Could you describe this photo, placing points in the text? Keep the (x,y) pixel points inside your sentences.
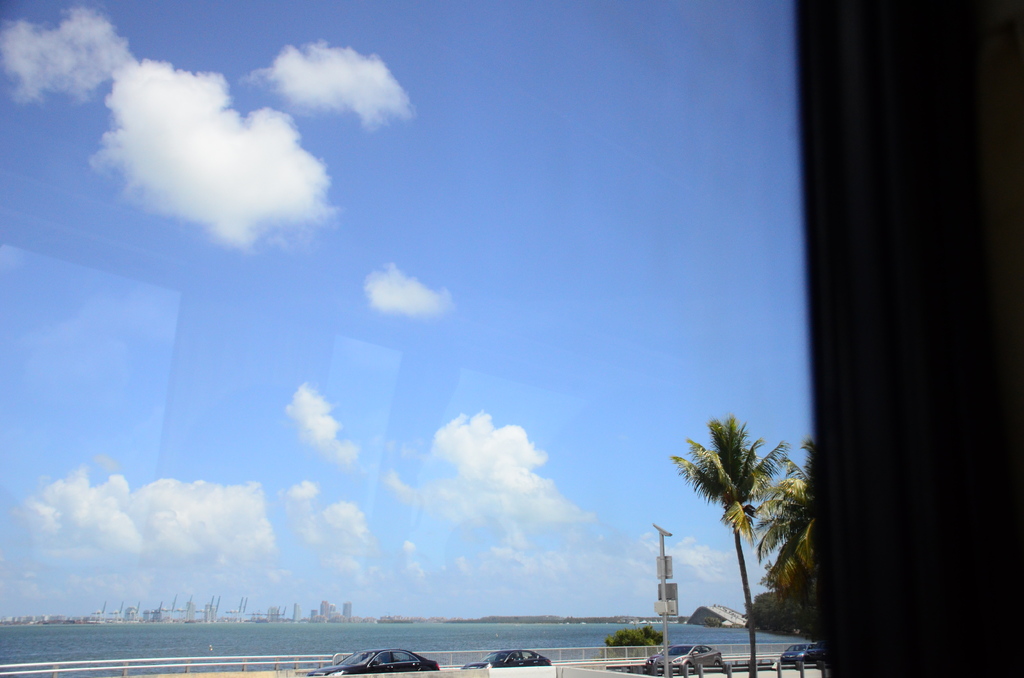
In the image we can see the buildings (213,619) and there are vehicles (692,651). Here we can see barrier (157,667), trees (798,526), the sea (203,627) and the cloudy pale blue sky (297,441).
